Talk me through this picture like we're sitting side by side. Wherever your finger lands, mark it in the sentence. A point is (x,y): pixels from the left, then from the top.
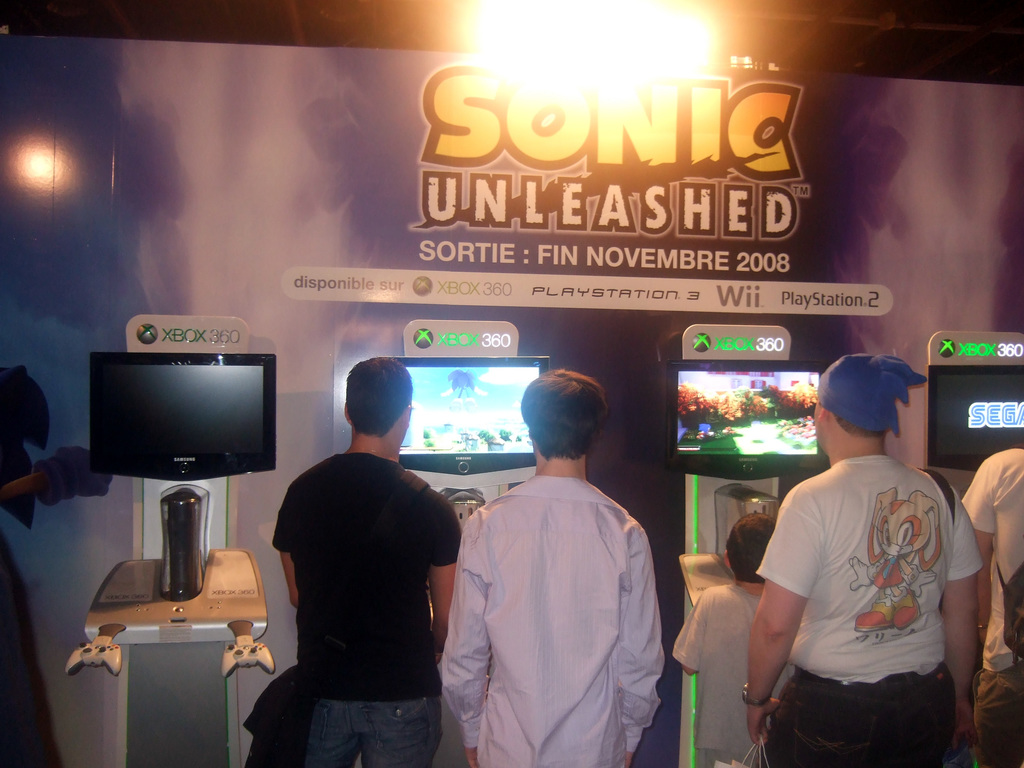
Here we can see a boy (730,564) and four persons (651,587) standing at the screen (421,430) which are on a stand (687,746). In the background (278,253) we can see a hoarding (96,294), light (523,31) and poles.
